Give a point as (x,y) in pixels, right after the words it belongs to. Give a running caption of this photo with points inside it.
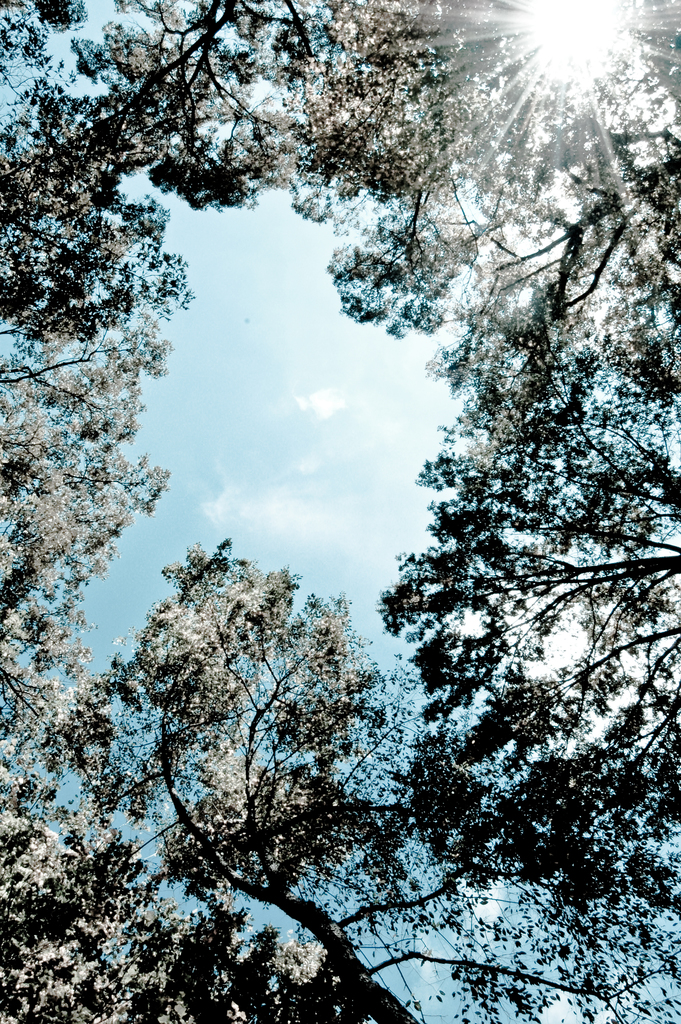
In this image we can see sky (298,452) and trees (325,60).
